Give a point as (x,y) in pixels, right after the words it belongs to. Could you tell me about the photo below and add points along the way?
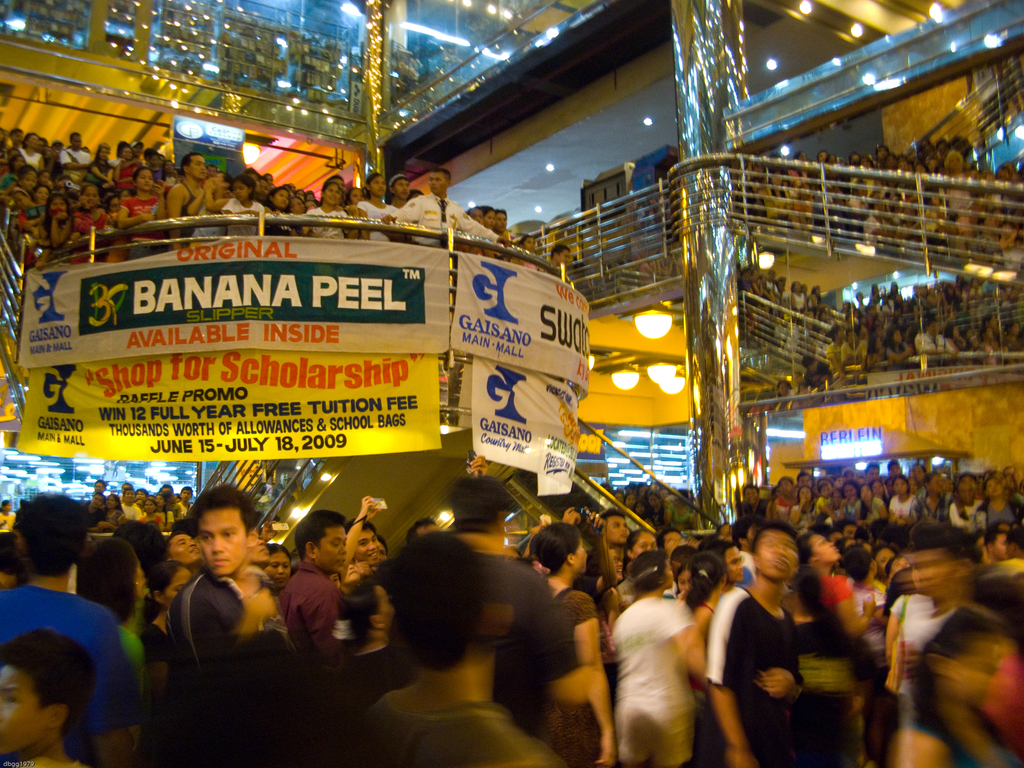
In this image in the center (496,502) there are group of persons (485,582) standing and there are banners (355,382) with some text (376,381) written on it which is hanging on the wall (451,368) and on the top (144,183) there are persons (877,191) and there are lights (625,378) on the roof (639,136).
